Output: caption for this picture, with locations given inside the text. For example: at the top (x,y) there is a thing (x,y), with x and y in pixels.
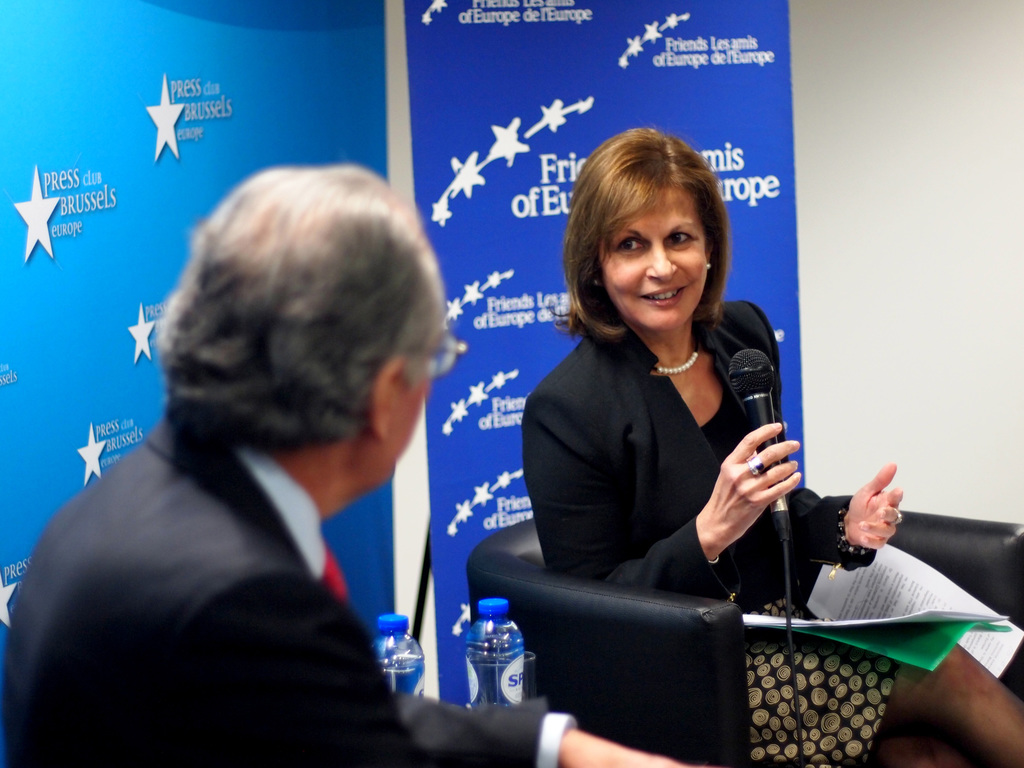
In this image there is a woman (736,436) who is sitting in the chair (622,631) by holding the mic (754,424) with her hand (767,429). In front of her there is a file (894,638) on which there are papers (824,608). On the left side (300,569) there is a man (115,603). There are two bottles (416,647) in between them. In the background (439,99) there are banners (196,132).
